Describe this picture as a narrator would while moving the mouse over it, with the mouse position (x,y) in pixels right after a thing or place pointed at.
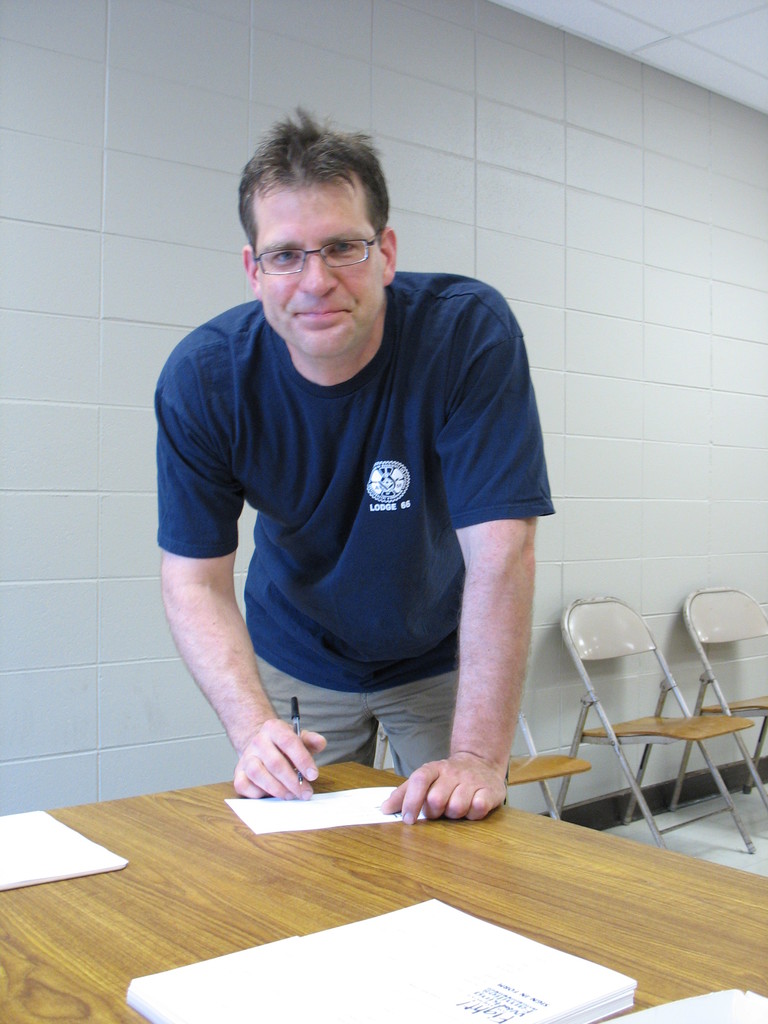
There is a man (362,475) in the given picture, writing something with the pen (294,710), on the paper (300,808) which is placed on the table (264,868). There are some papers (340,983) on the table (394,845). He is wearing spectacles (362,251). In the background (634,693), there are some chairs (644,718) and wall (619,325) here.
